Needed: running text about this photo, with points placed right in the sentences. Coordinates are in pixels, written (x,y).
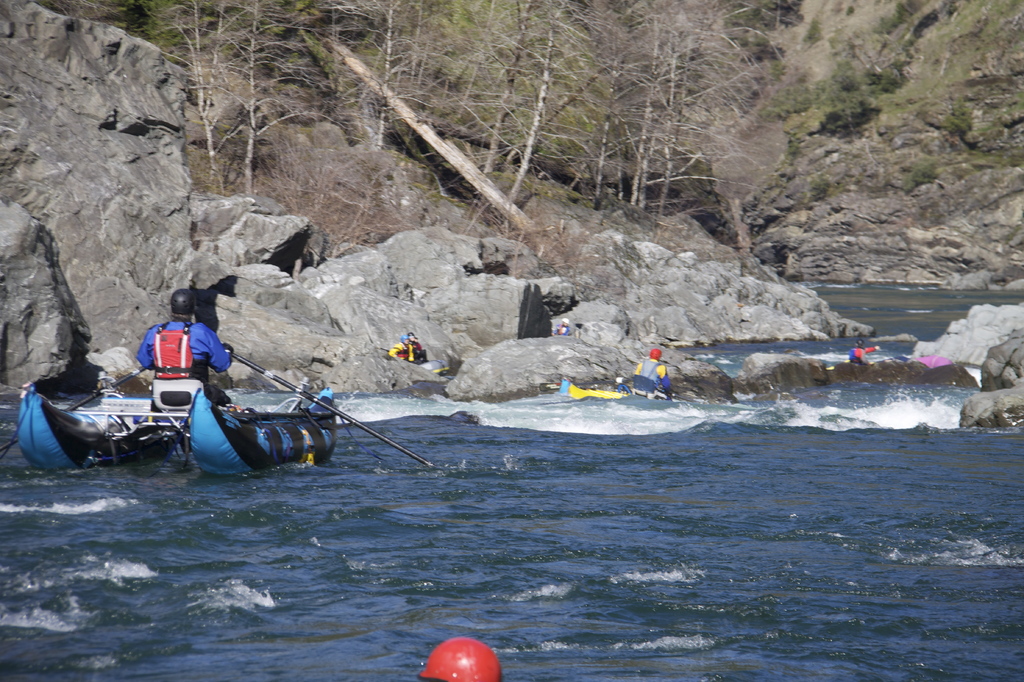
In this image we can see water body (676,524) on which people (169,373) are boating. Left side of the image (205,207) mountains (198,194) are there and trees (468,76) are present.
